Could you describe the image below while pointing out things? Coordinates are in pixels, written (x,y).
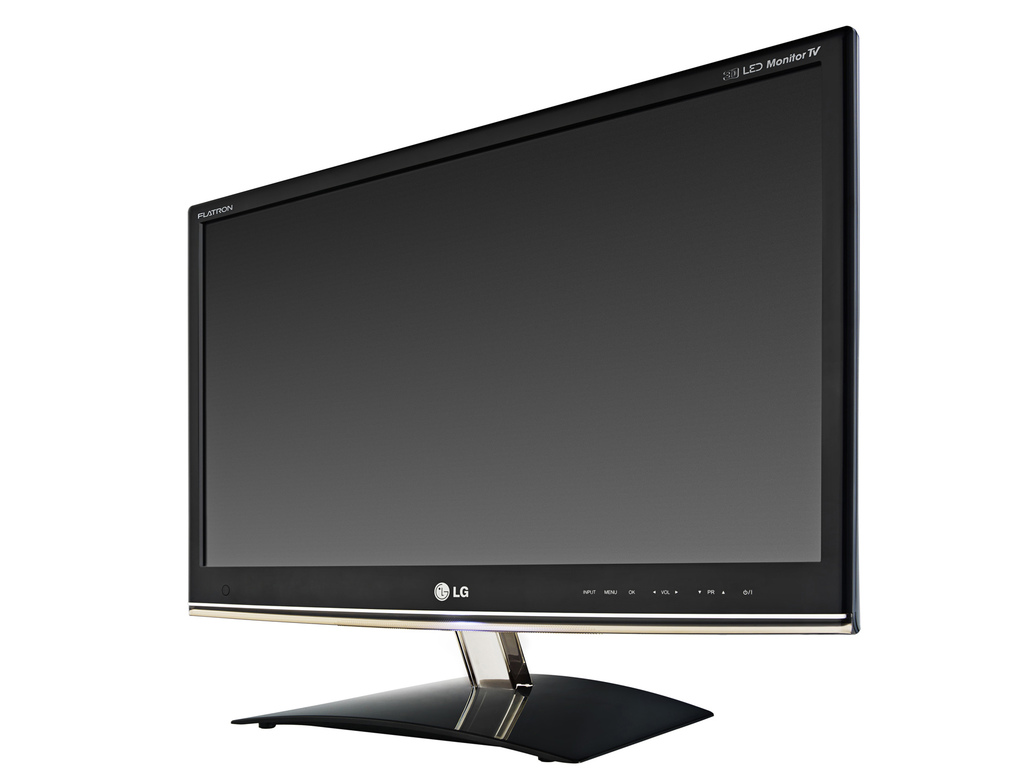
In this image we can see a television (681,570) with some text (444,596) placed on the surface (762,79).
